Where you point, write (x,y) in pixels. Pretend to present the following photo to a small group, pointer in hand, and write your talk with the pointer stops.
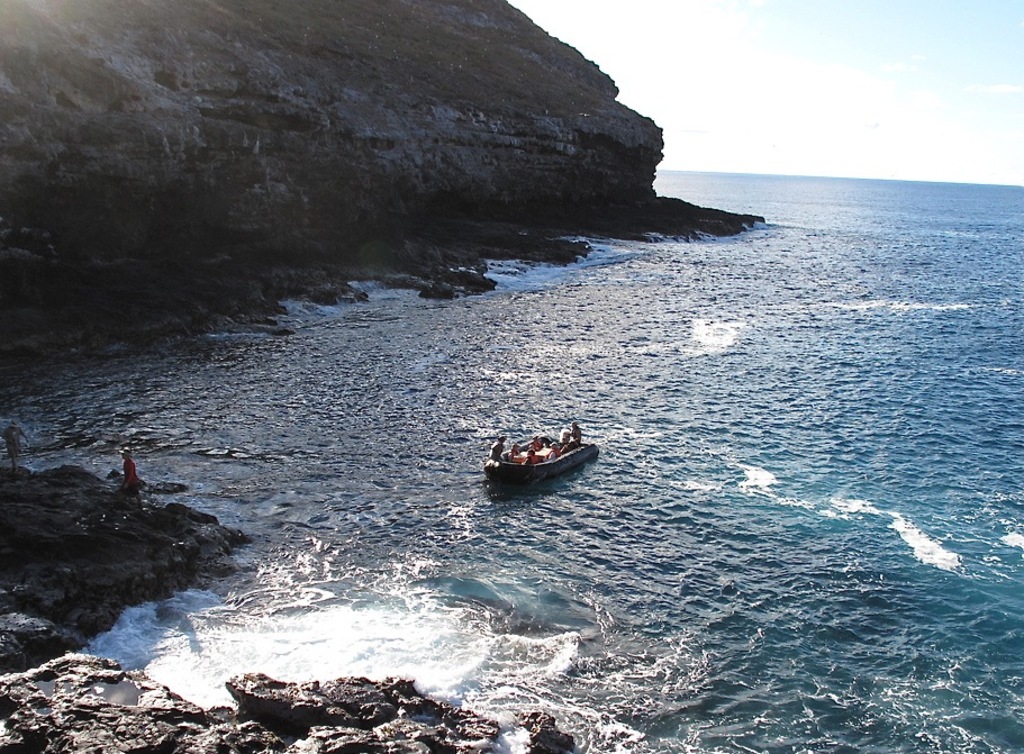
In the foreground of this picture (551,433), there is a boat (504,466) on the water (653,473). In the background (388,144), we can see a cliff (387,125), sky (971,31), cloud (825,172) and the water (849,227).
